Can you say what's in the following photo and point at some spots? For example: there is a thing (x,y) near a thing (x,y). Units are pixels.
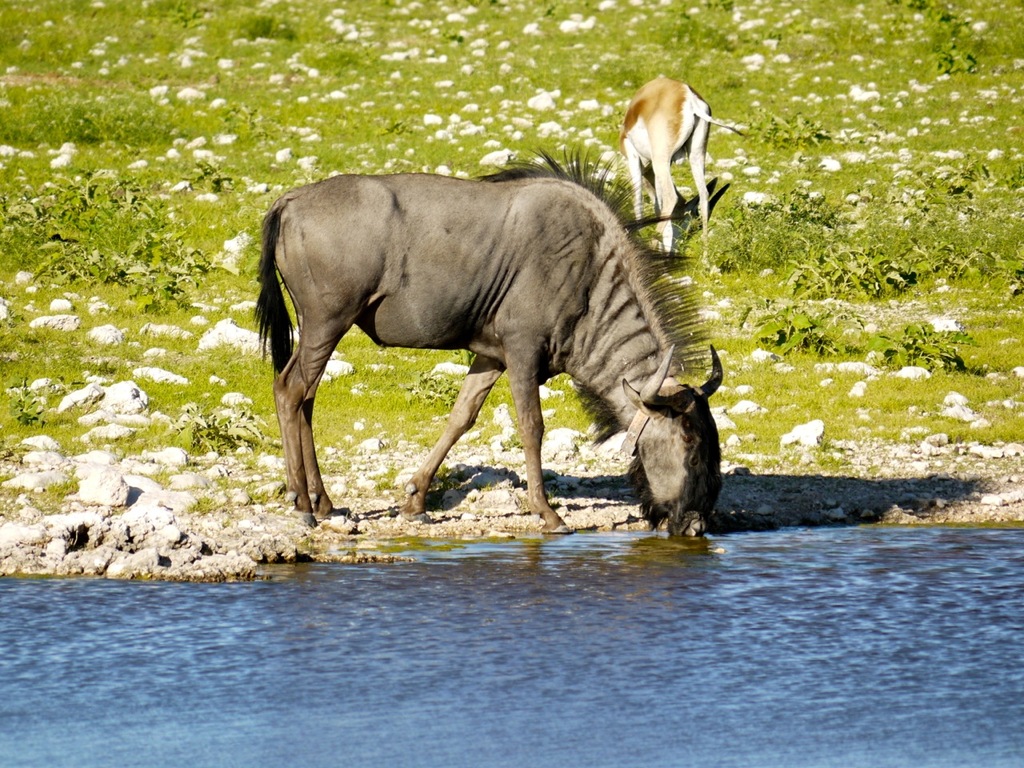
These are animals (639,183), this is water (443,627) and plants (437,140).
